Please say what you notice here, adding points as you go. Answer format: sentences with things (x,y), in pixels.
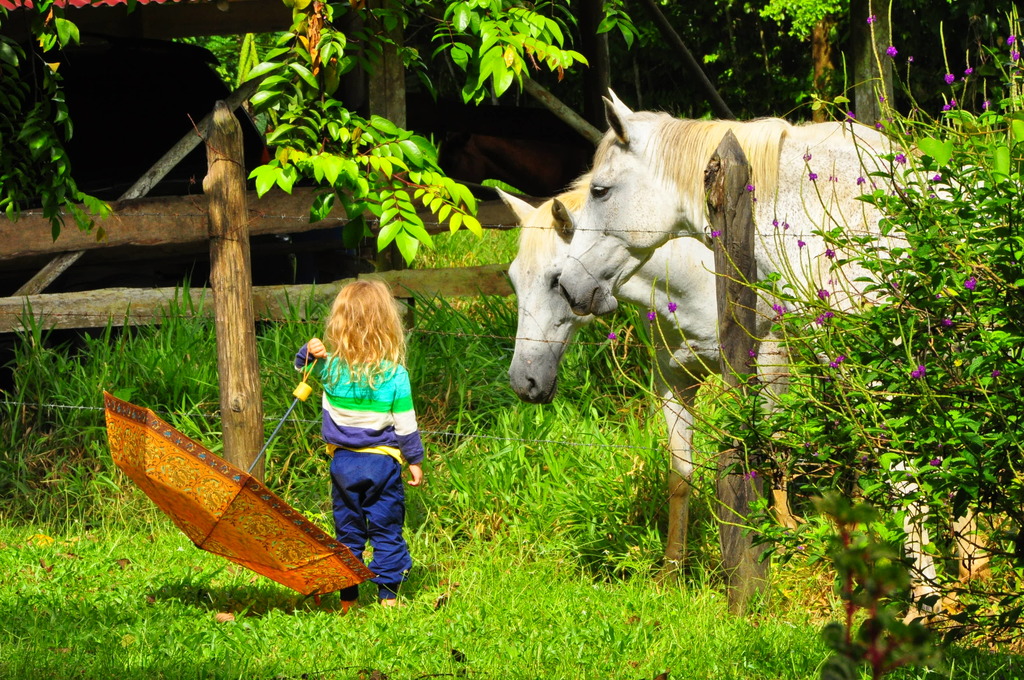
There is a kid (390,405) standing on a greenery ground (287,397) and holding a umbrella (287,414) in her hand (323,352) and there is a fence (709,177) in front of her and there are two white horses (638,194) on the another side of the fence (570,230) and there are trees (522,59) in the background (522,59).
